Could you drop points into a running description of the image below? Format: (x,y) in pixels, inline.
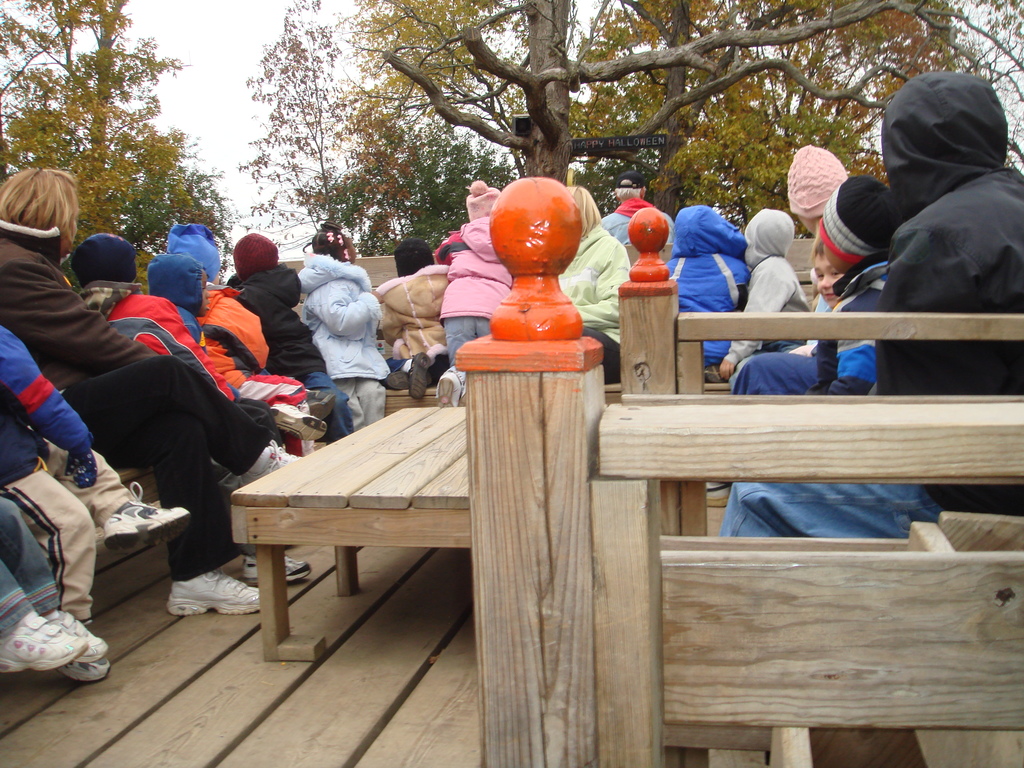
This image consists of many people (53,450) wearing jackets (859,357) are sitting on the wooden bench (968,606). In the front (463,447), there is a table (269,545) made up of wood (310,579). In the background (664,194), we can see the trees (263,65). At the top (256,66), there is sky (236,62). At the bottom (323,741), there is a floor (318,739) made up of wood (349,703).
